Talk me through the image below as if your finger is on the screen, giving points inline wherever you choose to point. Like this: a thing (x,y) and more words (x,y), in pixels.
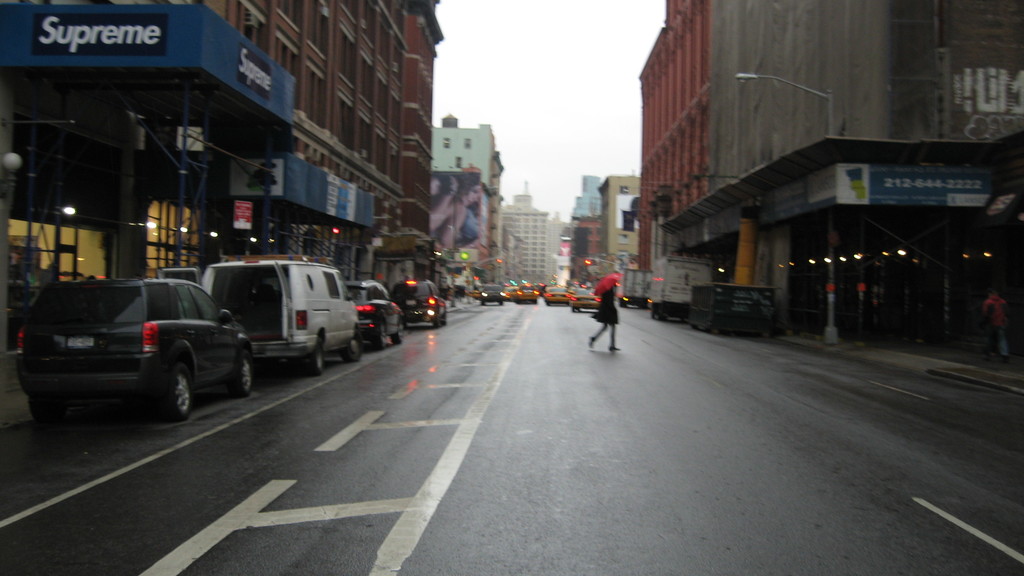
In this image there are persons (613,320) walking, there are cars (320,304), buildings (227,187) and boards (627,220) with some text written on it and the sky (494,111) is cloudy.
